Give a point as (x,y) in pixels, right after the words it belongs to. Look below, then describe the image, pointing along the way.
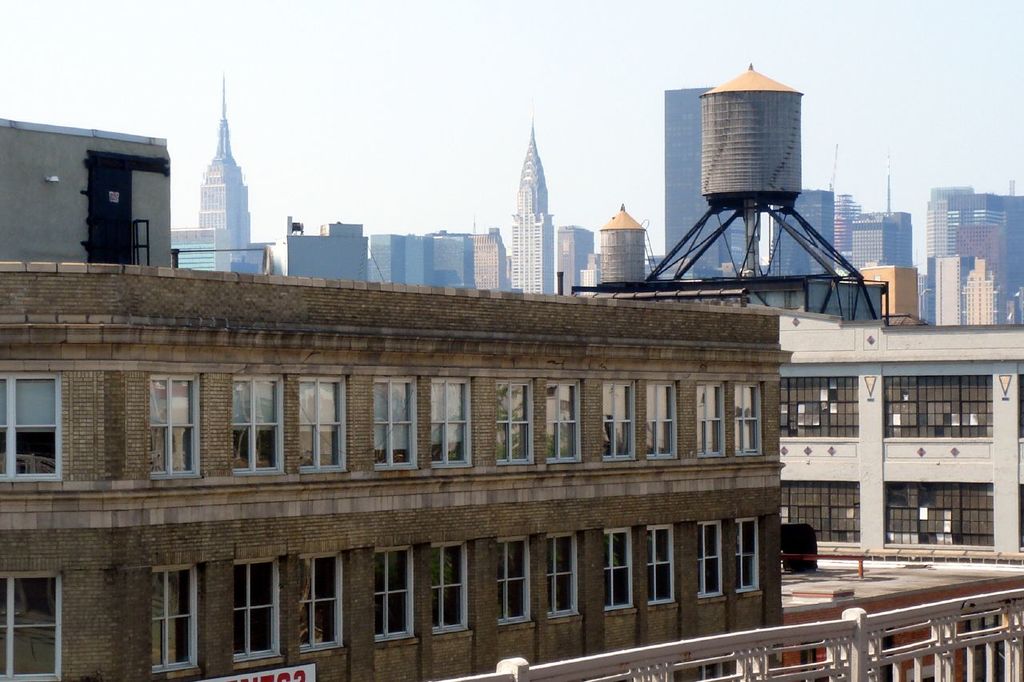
In this image we can see few buildings (763,303) and the sky (461,93) in the background (354,92).
